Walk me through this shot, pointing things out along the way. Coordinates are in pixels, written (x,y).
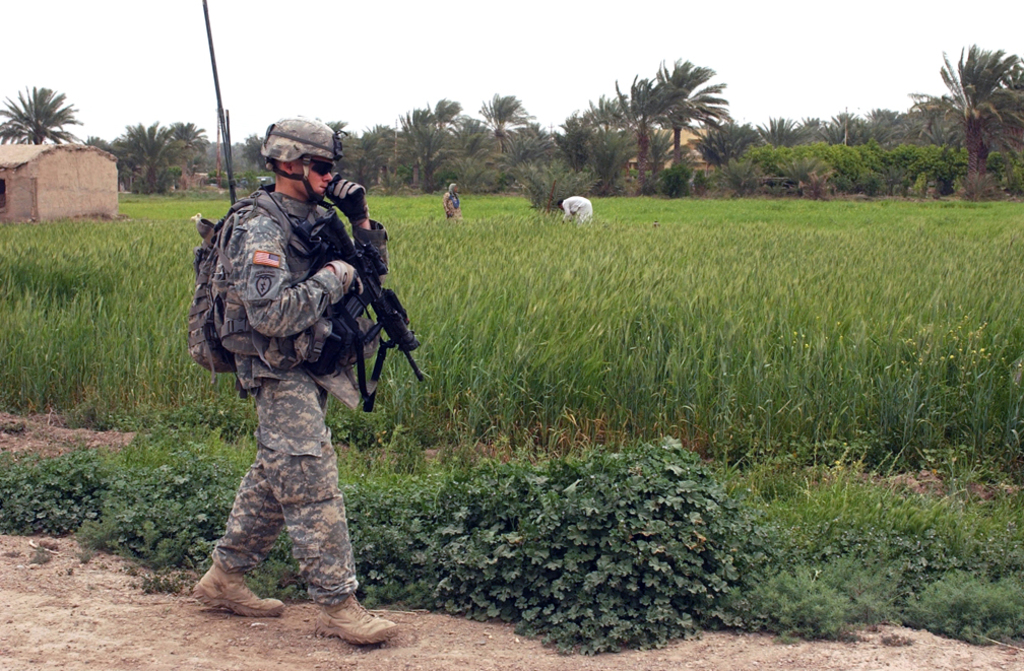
In the foreground of the picture (301,312) there is a soldier (323,324) walking on a mud road (900,638) holding backpack (217,291) and wearing helmet (294,145) and spectacles (315,165) and gun (392,307) and there are plants (530,494). In the center of the picture (528,399) there is a field (542,217) and there are people (452,197) and houses (86,161). In the background (512,97) there are trees (511,136) and houses (692,141). Sky (258,51) is cloudy.
